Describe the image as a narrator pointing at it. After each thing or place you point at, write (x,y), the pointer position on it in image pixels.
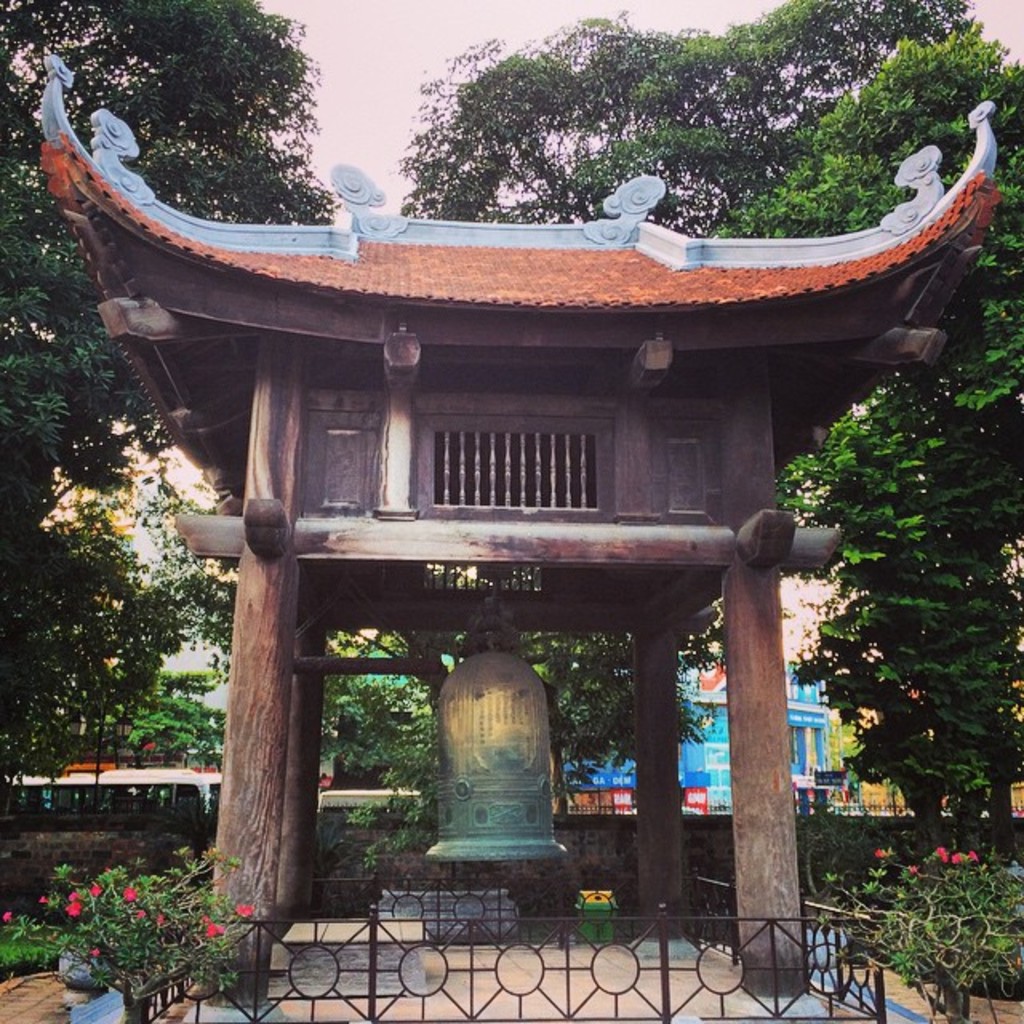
In the image there is a huge bell (464,836) under a shelter (332,535) and around that bell (526,775) there are many plants (113,899) and trees (610,645), in the background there is a wall (12,843) and behind the wall (1,832) there are some shelters (76,770) and a building (711,704).
